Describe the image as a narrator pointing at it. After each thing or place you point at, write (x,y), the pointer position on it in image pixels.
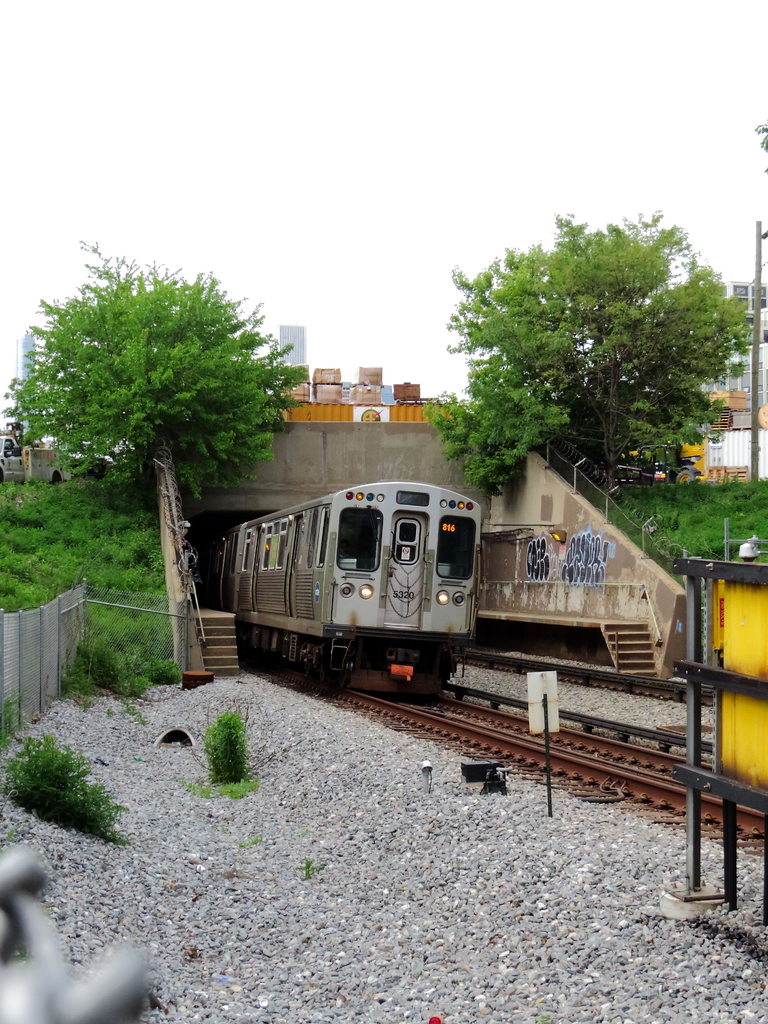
This picture shows train (393,649) on the railway track (534,752) and we see trees (590,386) and buildings (299,336) and we see a bridge (355,458) and some vehicles (640,458) moving on it and we see grass (29,588) and few plants (59,767) on the ground (93,767) and a cloudy sky (416,319) and we see graffiti (531,567) on the wall (623,577).
